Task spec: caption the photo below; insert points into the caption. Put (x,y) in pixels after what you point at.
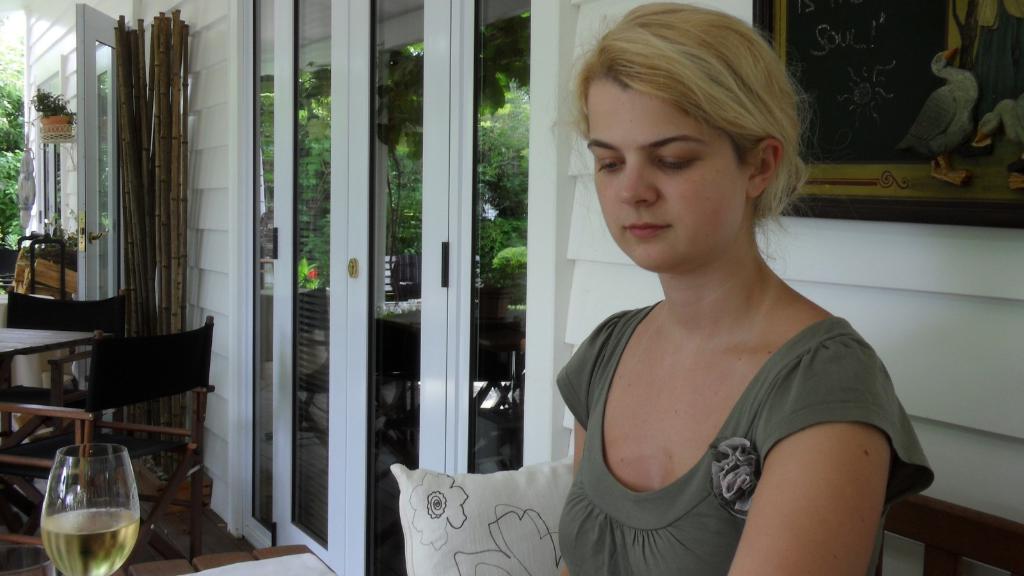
In this picture we can see a woman (588,506). This is table (70,336) and these are the chairs (157,437). Here we can see a glass (92,499). On the background (451,319) we can see a door (299,314) and this is wall (39,123). This is plant (55,110) and these are the trees (9,135).
